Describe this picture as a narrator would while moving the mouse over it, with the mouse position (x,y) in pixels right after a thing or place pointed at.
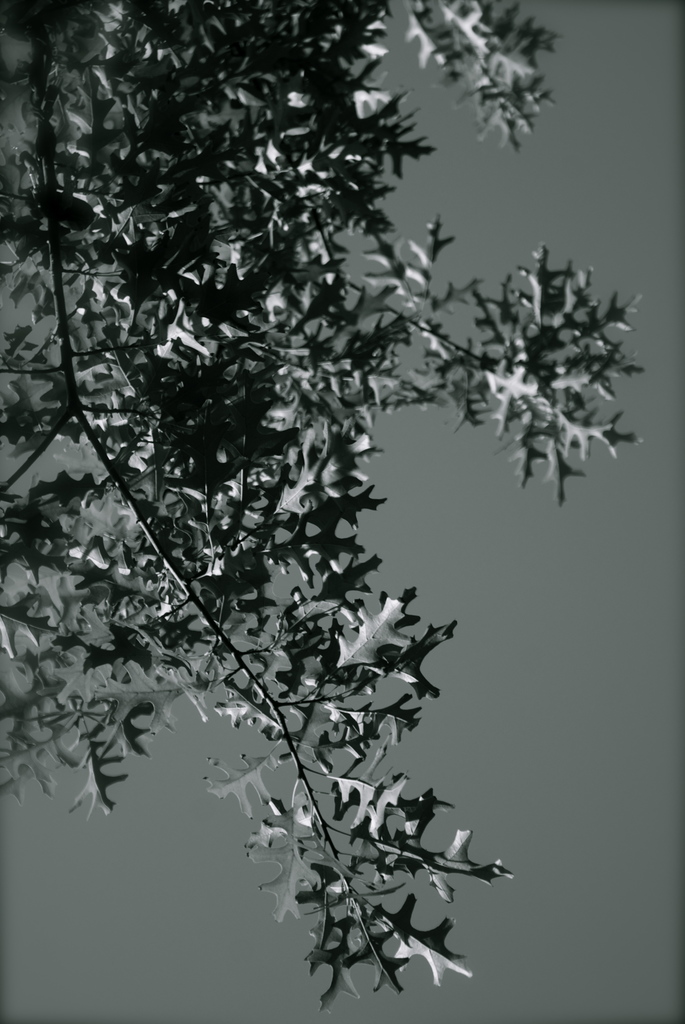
It is a black and white image, there is a branch (43,90) of a tree (317,364) with many leaves (321,520).
